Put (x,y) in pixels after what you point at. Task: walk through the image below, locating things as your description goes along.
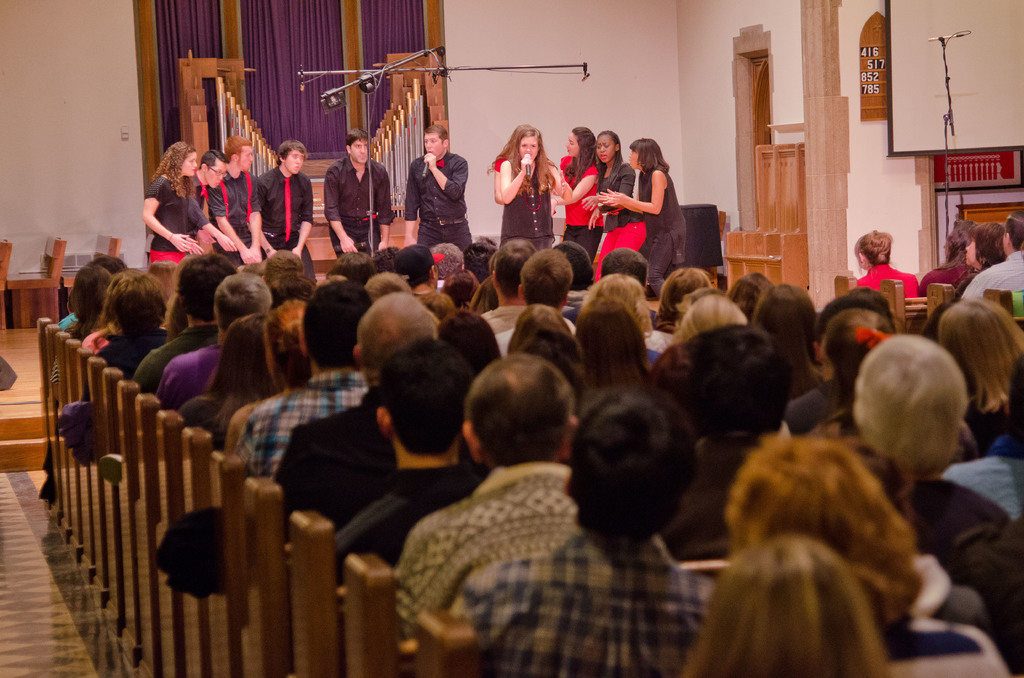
Here in this picture, in the front (629,355) we can see number of people (280,324) sitting on the benches (185,485) present on the floor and in front of them we can see a group of men (359,206) and woman (530,211) standing on the stage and singing songs with microphones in their hands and on the left side (59,270) we can see chairs (51,255) present and behind them we can see curtains (207,23) present and on the right side (764,73) we can see a door (754,81) present and beside that we can see a rack (770,166) present.
